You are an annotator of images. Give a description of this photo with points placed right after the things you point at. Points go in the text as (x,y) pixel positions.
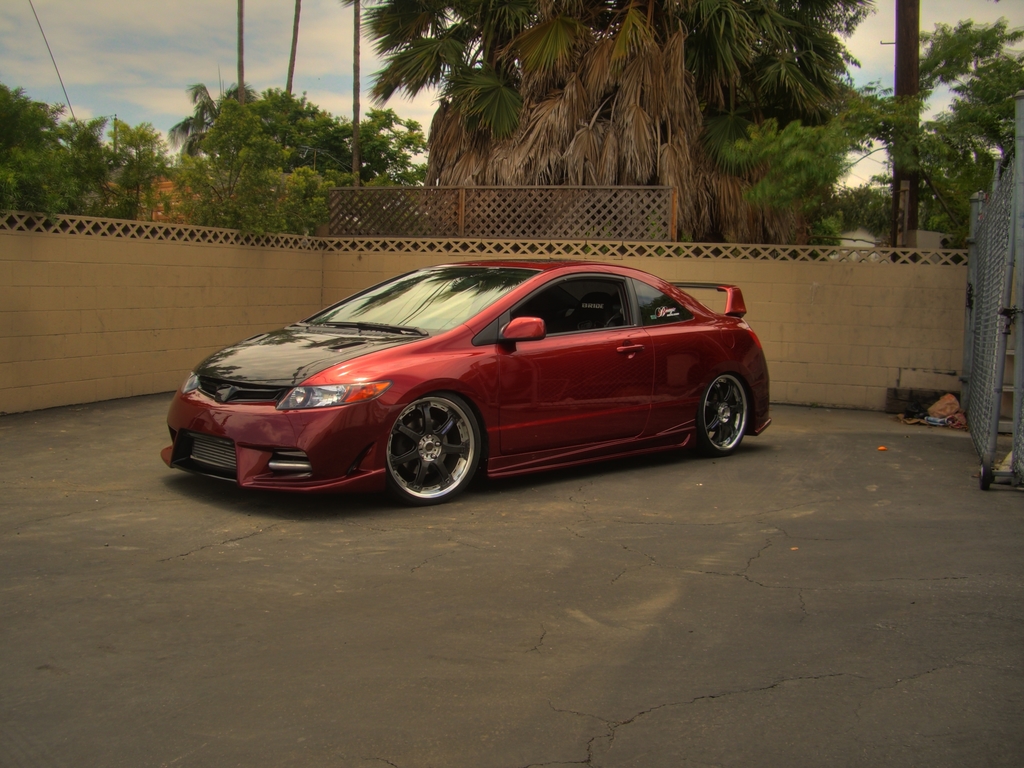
In the middle of the image (643,419) we can see a car (672,349), in the background (577,96) we can find few trees (250,140) and clouds (430,89), on the right side of the image (1007,214) we can see fence (985,278).
